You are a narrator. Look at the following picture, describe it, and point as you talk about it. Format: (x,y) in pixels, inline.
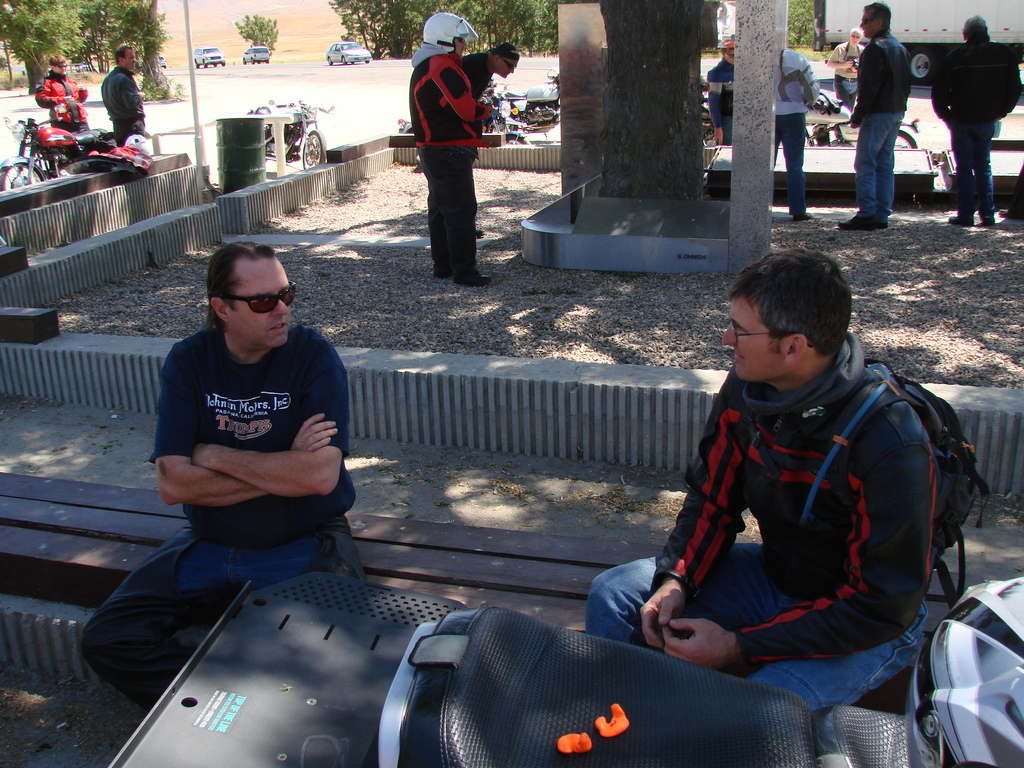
In this image I can see number of people (437,189) where few are standing and few are sitting. I can also see most of them are wearing jackets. In the background (46,44) I can see number of vehicles (99,139) and trees (63,31).
